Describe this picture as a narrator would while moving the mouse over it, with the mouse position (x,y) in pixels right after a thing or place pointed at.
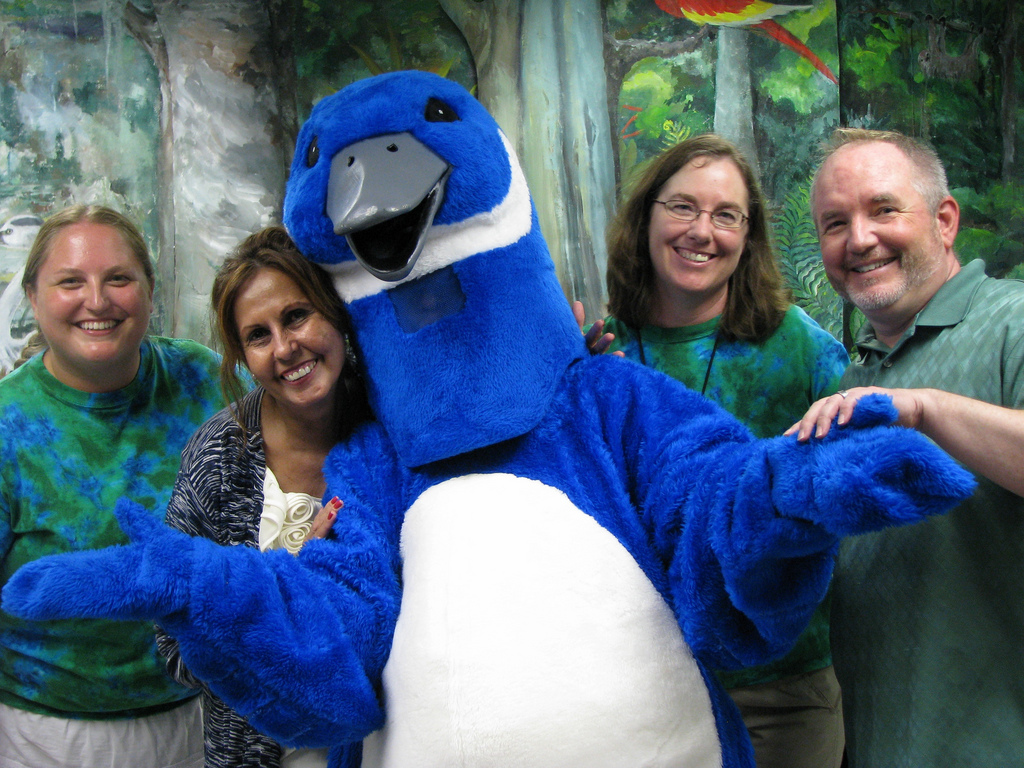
In this picture I can see a person (418,576) wearing the costume (243,571). I can see a few people (128,396) with a smile. I can see the painting (491,96) in the background (494,92).
